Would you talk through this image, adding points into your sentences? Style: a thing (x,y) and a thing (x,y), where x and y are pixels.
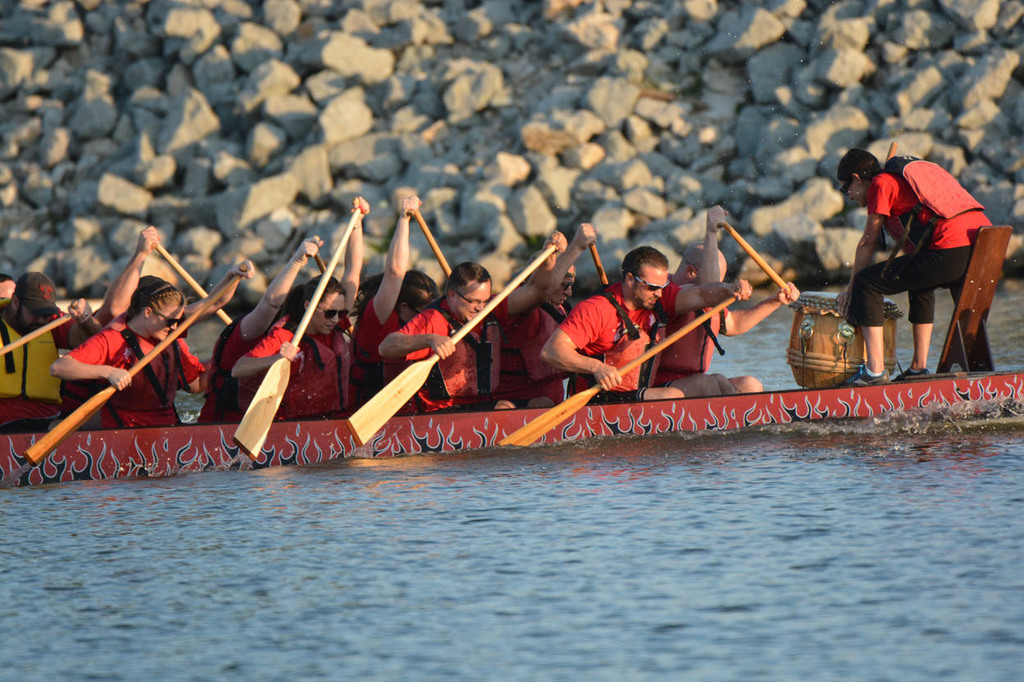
Here we can see group of people (633,322) on the boat (454,444). This is water (569,615). In the background (572,146) there are stones (692,78).
